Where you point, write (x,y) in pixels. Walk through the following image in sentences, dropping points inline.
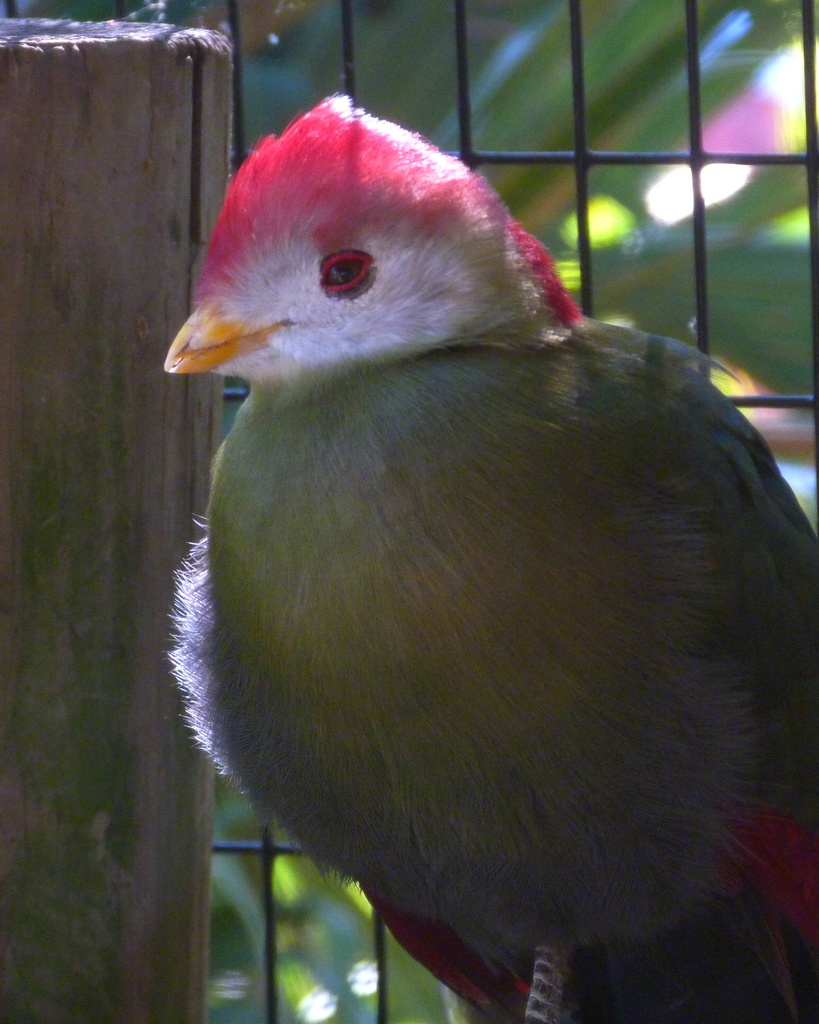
In this picture in the middle (446,569), we can see a bird (263,518). On the left side (133,423), we can also see a wood (133,676). In the background (565,150), we can see metal grills (268,902) and green color.
